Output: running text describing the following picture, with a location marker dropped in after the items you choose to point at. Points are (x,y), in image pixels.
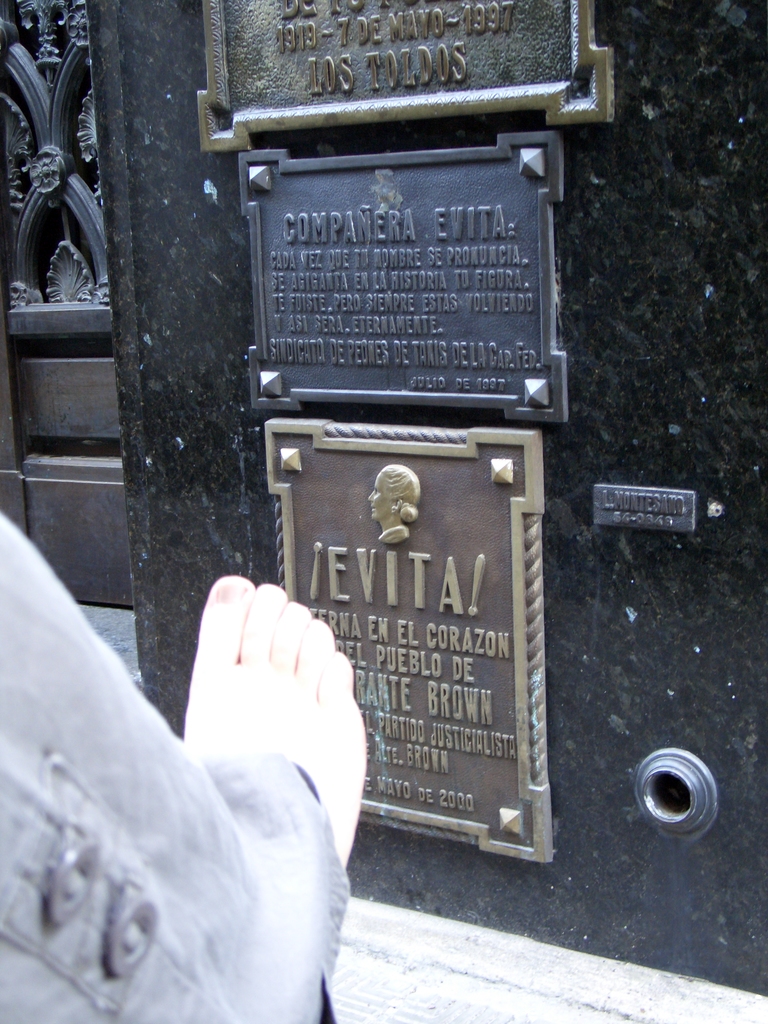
In the bottom left corner of the image (253,797) there is a leg (281,841) of a person (246,794). In front of that leg (242,686) there is a pillar (391,132) with name plates (364,423). On those plates (420,514) there is text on it. Beside the pillar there is an object (70,401) with design (85,289) on it.
